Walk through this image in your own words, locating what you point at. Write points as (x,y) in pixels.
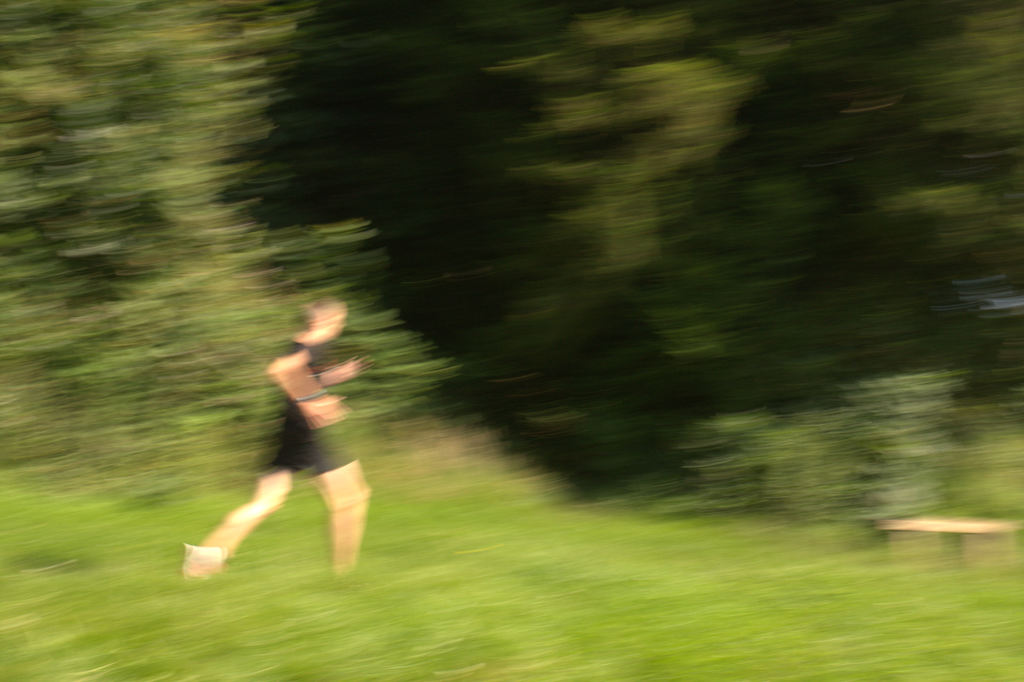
In this picture I can see a person (311,363) in front (296,371) and I can see number of trees (372,214) and I see that this image is totally blurry.
